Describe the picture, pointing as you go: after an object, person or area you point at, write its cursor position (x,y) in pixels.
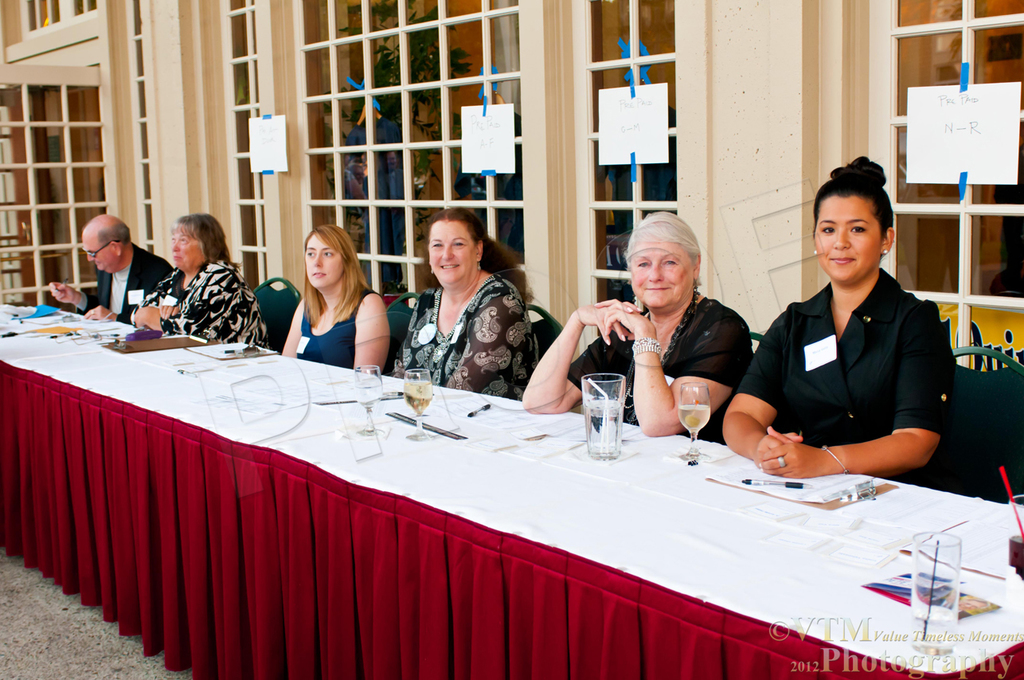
In this image there are a few people (804,356) sitting on the chairs (953,410) at the table (151,414). There is a cloth (457,505) spread on the table (394,615). On the table (684,546) there are wine glasses (684,410), glasses (613,417), papers (849,547), pens (482,408) and books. Behind them there are windows (331,197) to a buildings (721,207). There are papers (624,126) sticked on the windows (96,155).
